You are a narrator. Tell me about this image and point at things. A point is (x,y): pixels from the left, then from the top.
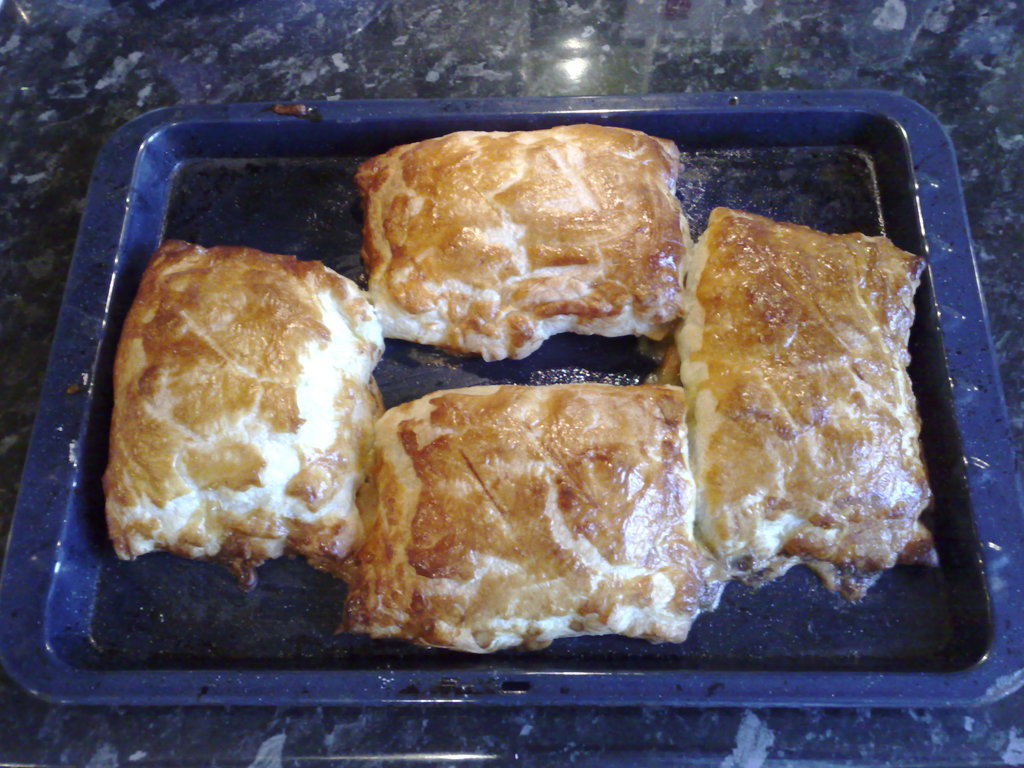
Here I can see a tray (923,426) which consists of some food items (534,350). This tray (808,200) is placed on a table (604,45).
